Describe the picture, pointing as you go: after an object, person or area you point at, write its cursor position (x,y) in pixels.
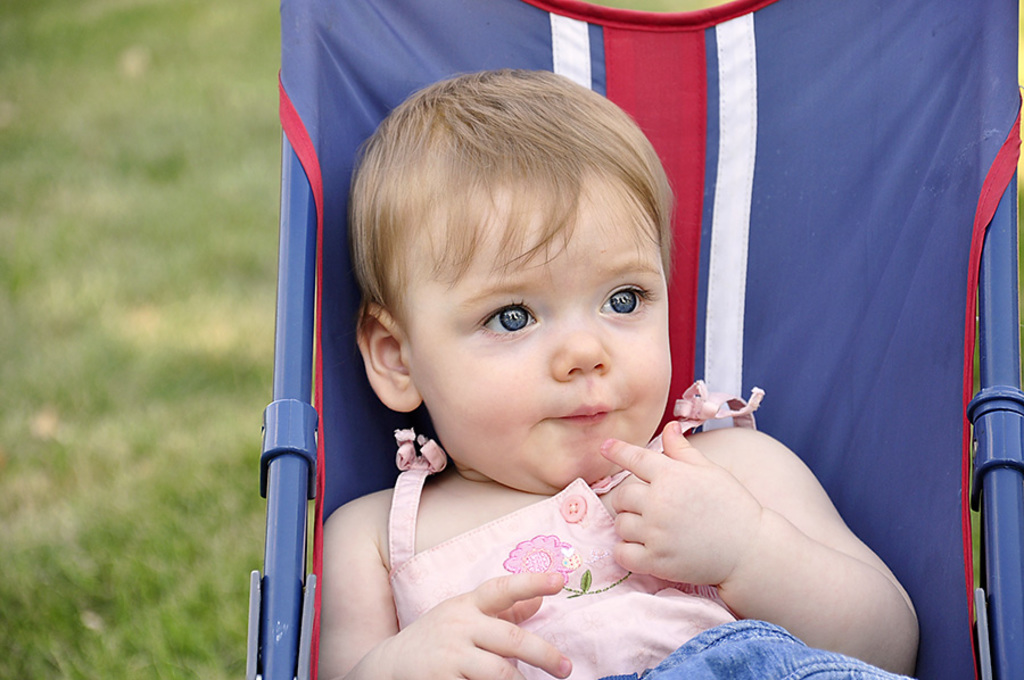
In this picture we can see a baby (452,355) sitting on a chair (421,426) and in the background (93,230) we can see grass (103,248) it is blurry.
